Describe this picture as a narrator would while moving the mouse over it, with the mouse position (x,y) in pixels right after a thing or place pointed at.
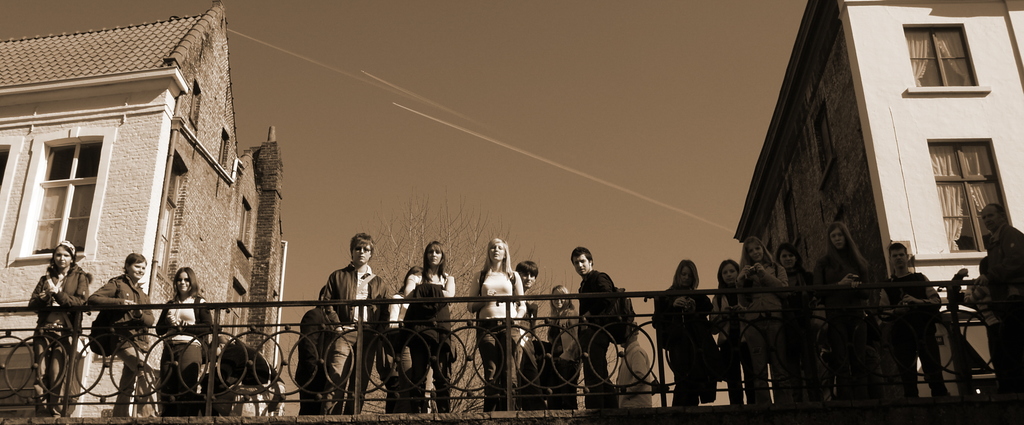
In this image we can see few persons (368,290) are standing at the fence (559,317) and on the left (209,186) and right side (954,159) we can see buildings (33,133), windows (45,205), curtains (46,240) and in the background (289,36) we can see bare tree (430,233) and sky (407,136).
